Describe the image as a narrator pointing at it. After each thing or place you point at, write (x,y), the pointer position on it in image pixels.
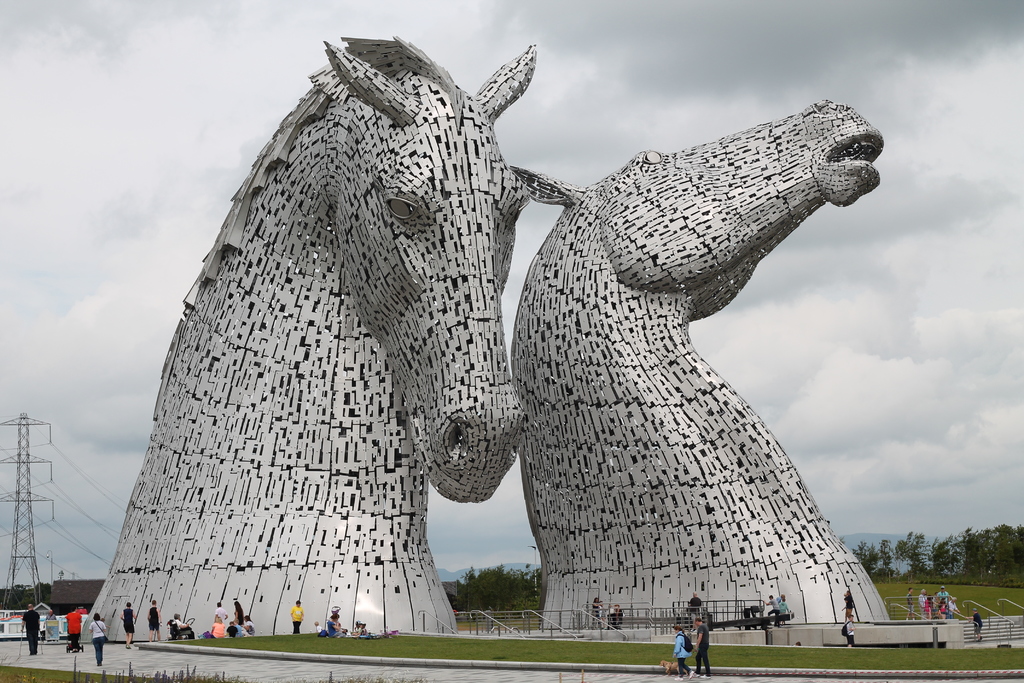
In this picture we can see horse sculptures (456,289), around we can see few people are walking and we can see some trees (990,564), grass (23,676).
